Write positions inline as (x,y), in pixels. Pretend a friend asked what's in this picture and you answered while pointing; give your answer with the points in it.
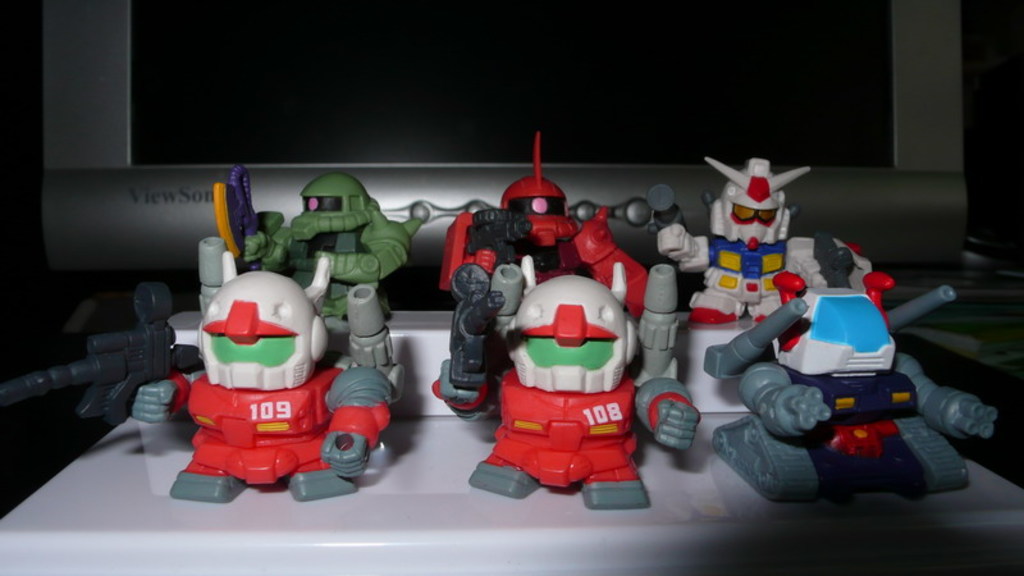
In this image, there are toys (463,273) on an object (408,502) and I can see a monitor (810,142). The background (1010,74) is dark.
